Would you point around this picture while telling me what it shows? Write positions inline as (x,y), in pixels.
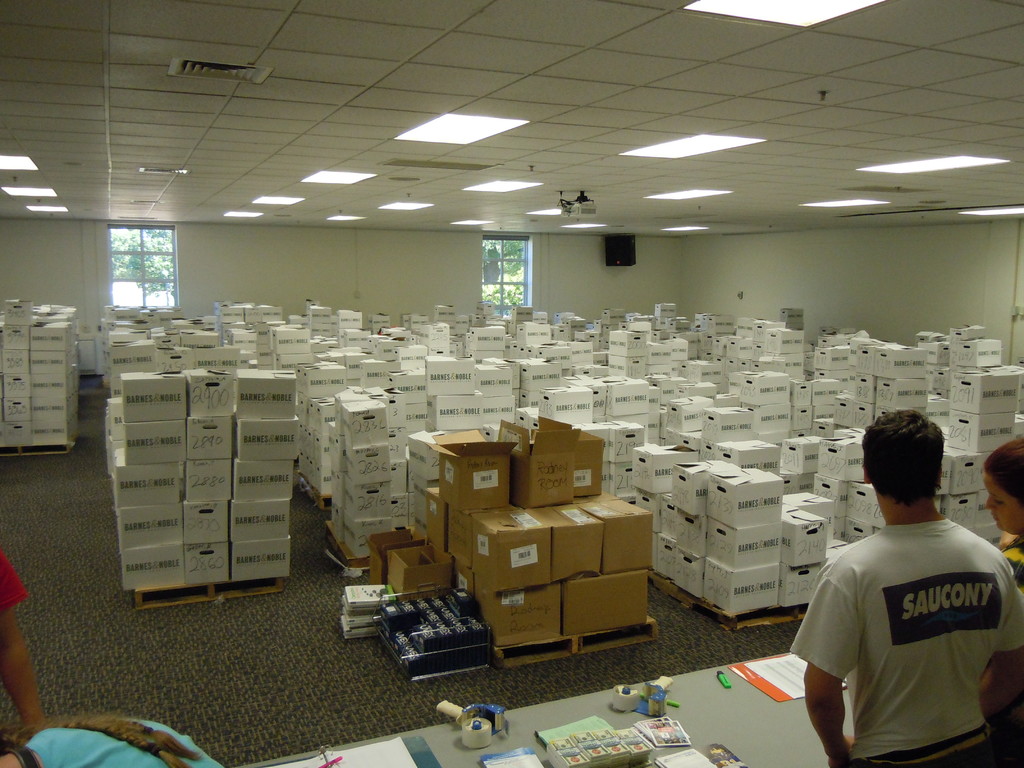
In this room (693,354) i can see many white and brown carton boxes (713,584). At the bottom (698,690) there is a table (444,741). On the table (795,744) i can see the papers (792,665), books (676,759), plaster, files (591,733) and other objects (565,754). In the bottom right corner (1010,652) there are two persons (938,625) who are standing near to the table (798,720). In the bottom left corner (117,760) there are two persons (113,748) were also standing near to the table (438,752). In the background (485,294), through the window (501,294) i can see the trees (507,273) and plants (508,303). At the top (352,218) we can see tube light (354,181) and exhaust duct (216,61).
